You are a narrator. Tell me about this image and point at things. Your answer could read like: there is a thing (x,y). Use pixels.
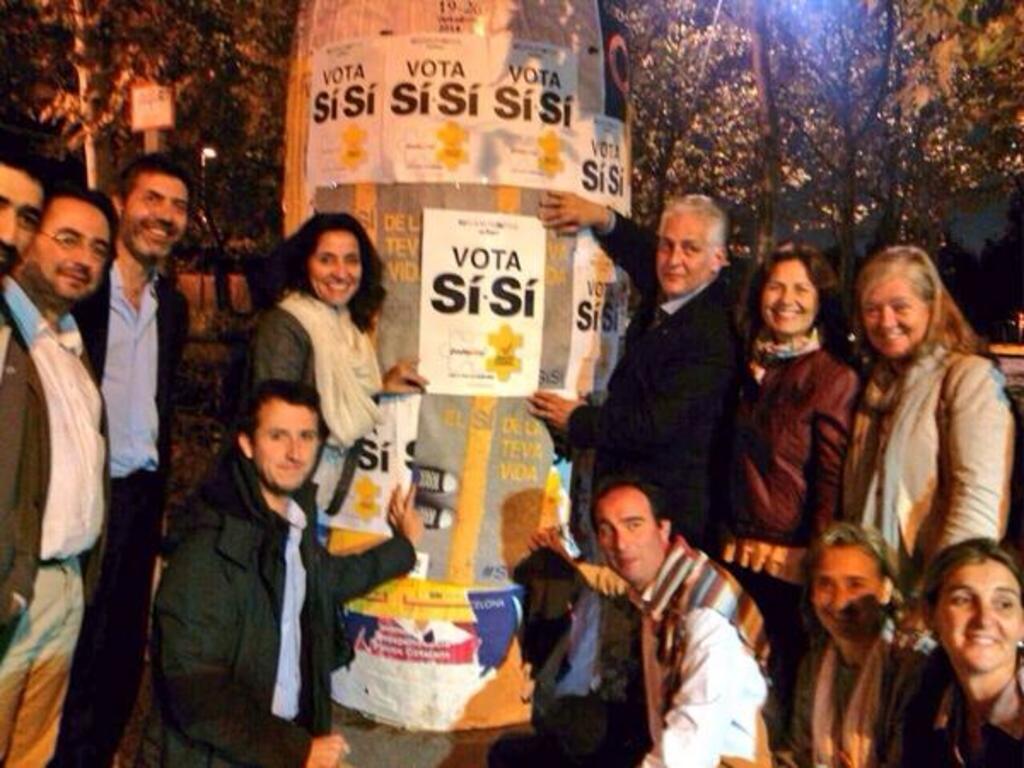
In this image there are group of persons (808,473) truncated towards the bottom of the image (987,612), there is a person (937,587) truncated towards the right of the image (984,627), there are persons (23,296) truncated towards the left of the image (45,487), there is an object (450,206) truncated towards the top of the image (490,236), there are trees (733,95) truncated towards the top of the image (841,79), there is text (506,312) on the object (450,181), there are lights (209,151), there is a board (137,87).
